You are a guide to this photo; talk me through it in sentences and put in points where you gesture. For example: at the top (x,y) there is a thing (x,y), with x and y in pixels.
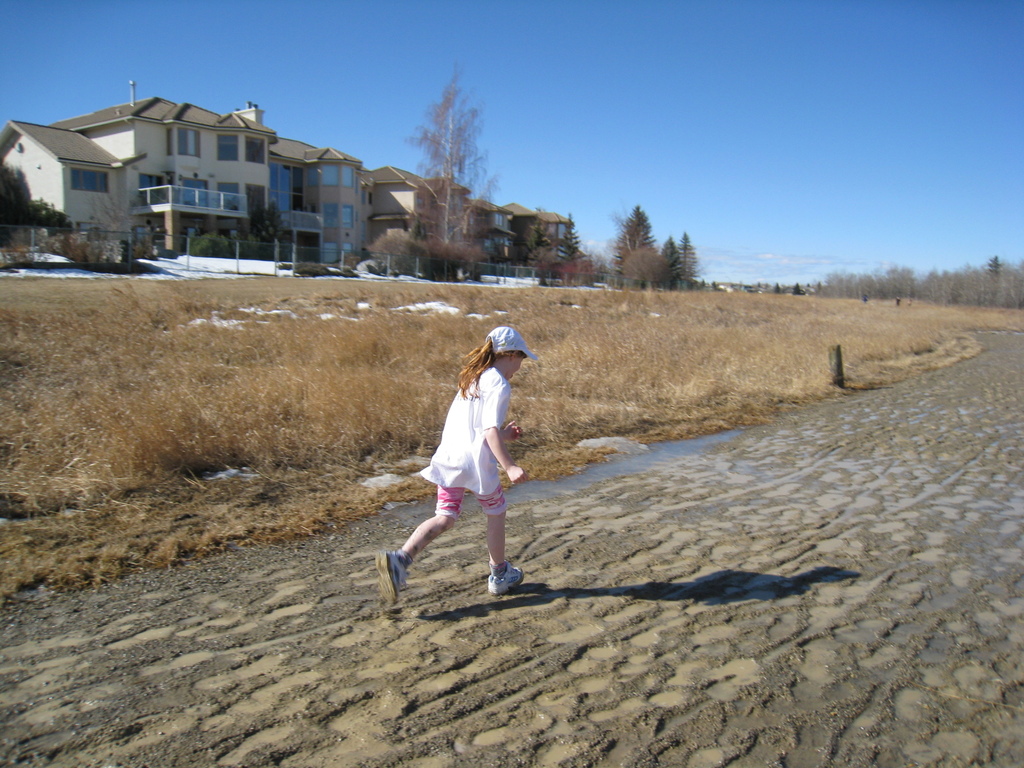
In this image I can see a house (416,202), in front of house (213,224) there are trees (446,224) and grass (727,339), on the road (106,709) a girl (477,459) walking, at the top (354,75) there is the sky (637,70) visible.
